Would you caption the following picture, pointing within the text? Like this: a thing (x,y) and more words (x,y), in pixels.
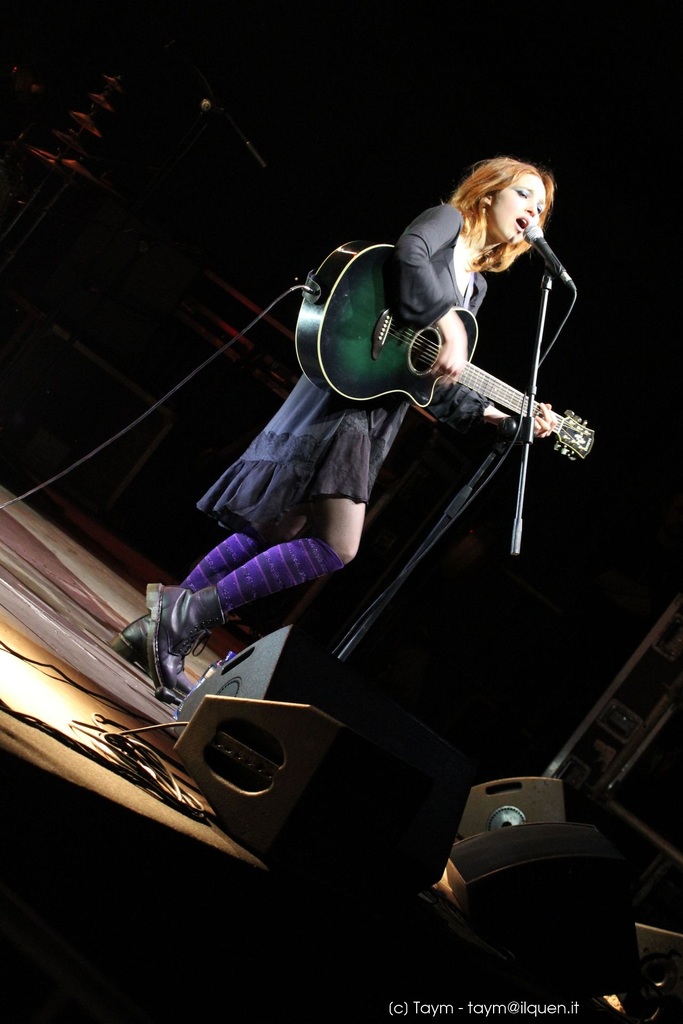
This image is clicked in a musical concert. There are wires (105,761) in the bottom (110,747), there is a woman (419,282) standing in the middle (381,426), she is playing guitar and mike (548,250) is in front of her. she is singing something. Behind her on the top left corner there are drums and there is Mike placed in front of the drums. There are speakers (441,827) in the bottom (409,853).
